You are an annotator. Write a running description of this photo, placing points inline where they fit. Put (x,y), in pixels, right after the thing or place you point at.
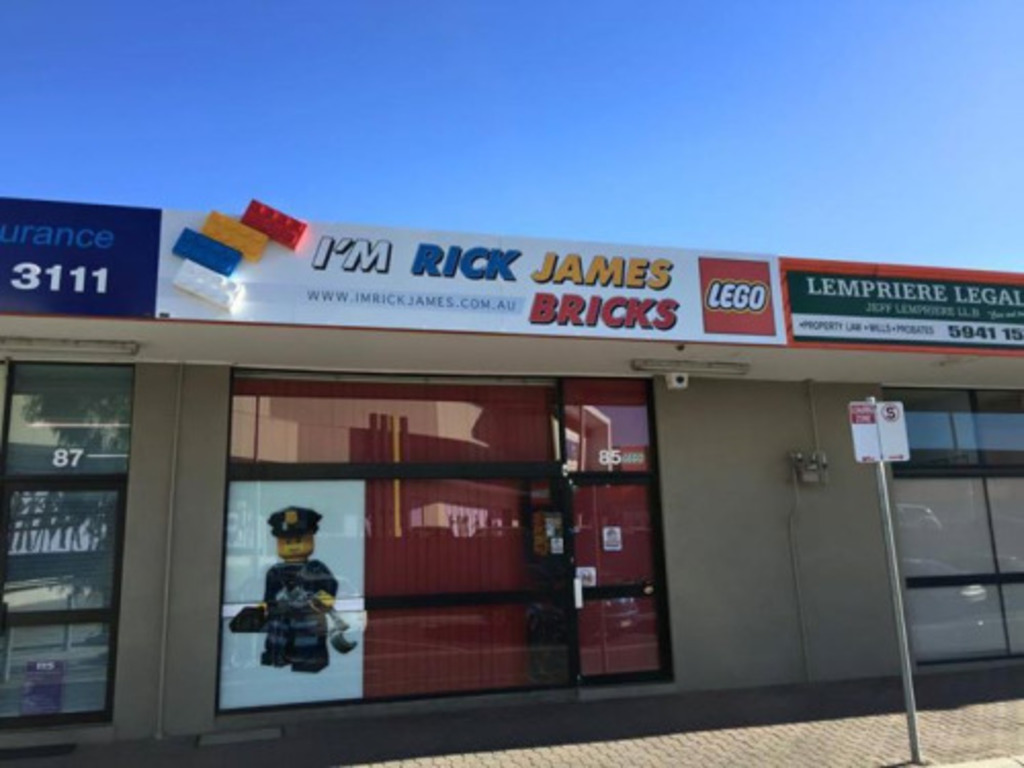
In the foreground of the image (689,739) we can see the platform (719,767). In the middle of the image (349,376) we can see a pole (874,423), board (867,443), shops (316,527) and a text (489,260) written on it. On the top of the image (484,85) we can see the sky (296,75).
